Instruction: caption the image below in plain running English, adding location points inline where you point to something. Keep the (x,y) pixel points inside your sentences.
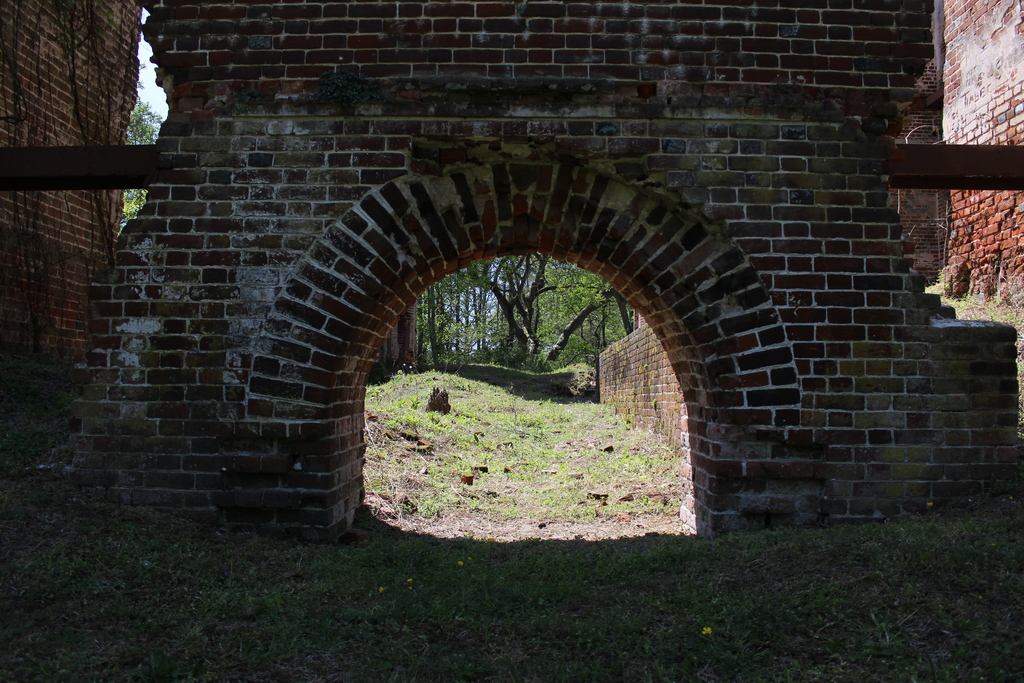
In this image I can see brick walls (669,414), grass (507,395) and trees (488,351).
